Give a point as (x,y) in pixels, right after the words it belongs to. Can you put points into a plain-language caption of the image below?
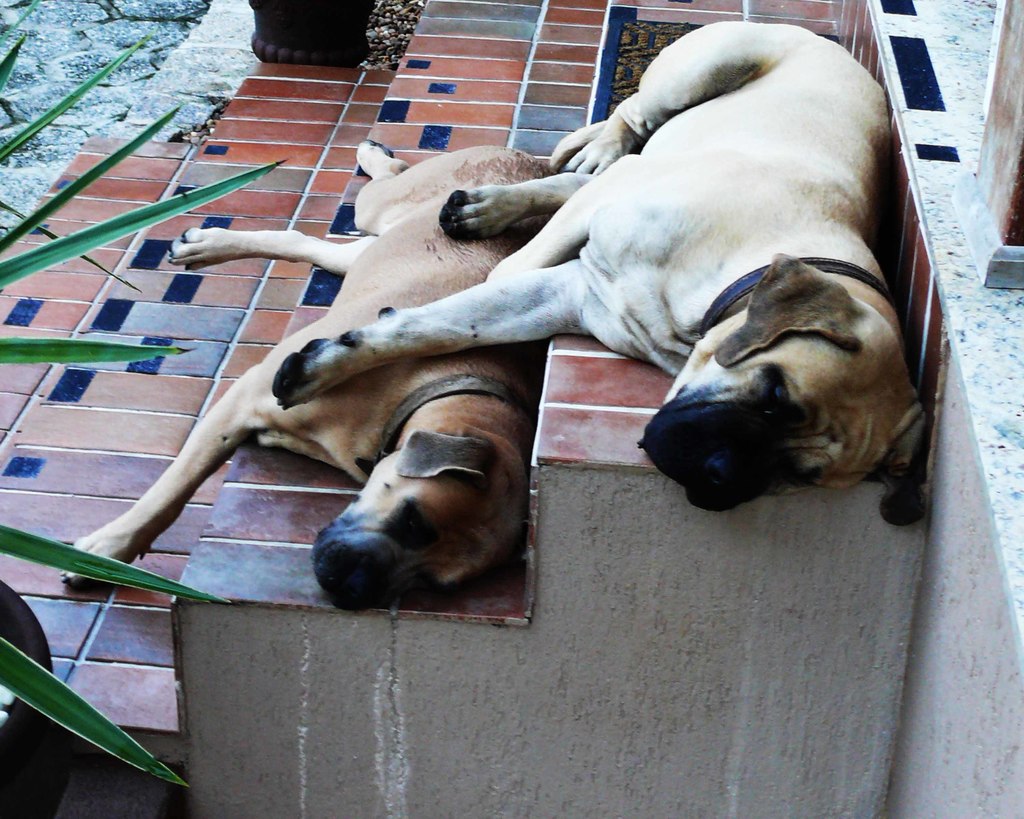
In this picture there are dogs (382,504) lying on steps (645,408) and we can see leaves (27,685), pots (35,721) and wall (980,627).
